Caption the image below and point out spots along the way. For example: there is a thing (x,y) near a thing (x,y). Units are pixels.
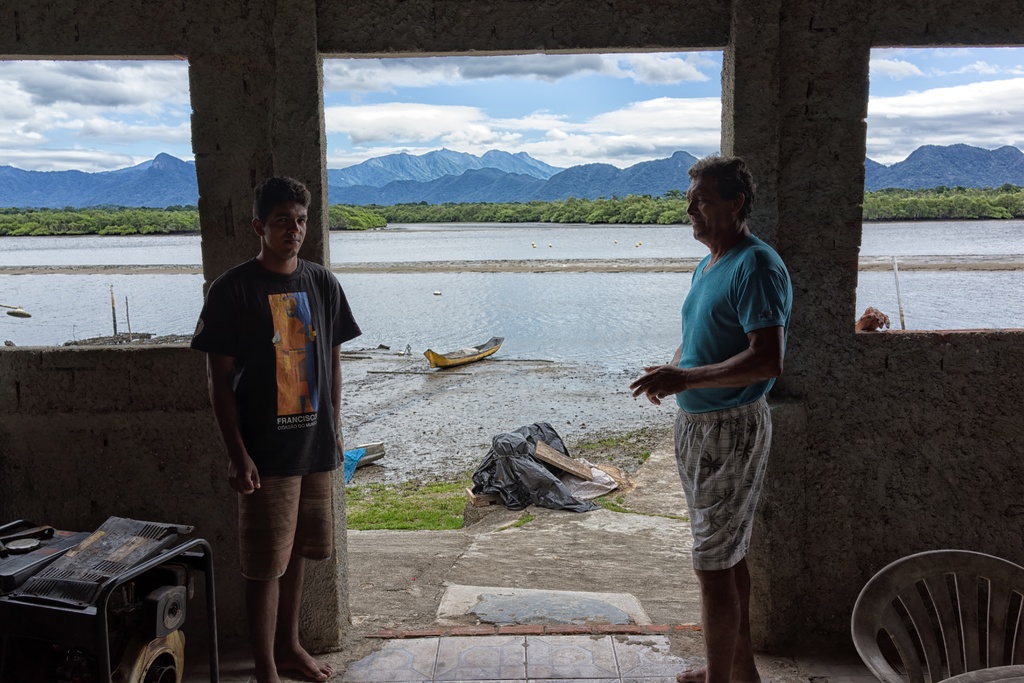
In this picture I can see people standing on the surface (522,571). I can see chair (879,590) on the right side (911,594). I can see a boat (461,359). I can see water (497,282). I can see trees (541,212). I can see mountains (425,173) in the background (438,177). I can see clouds (467,126) in the sky (440,94).
